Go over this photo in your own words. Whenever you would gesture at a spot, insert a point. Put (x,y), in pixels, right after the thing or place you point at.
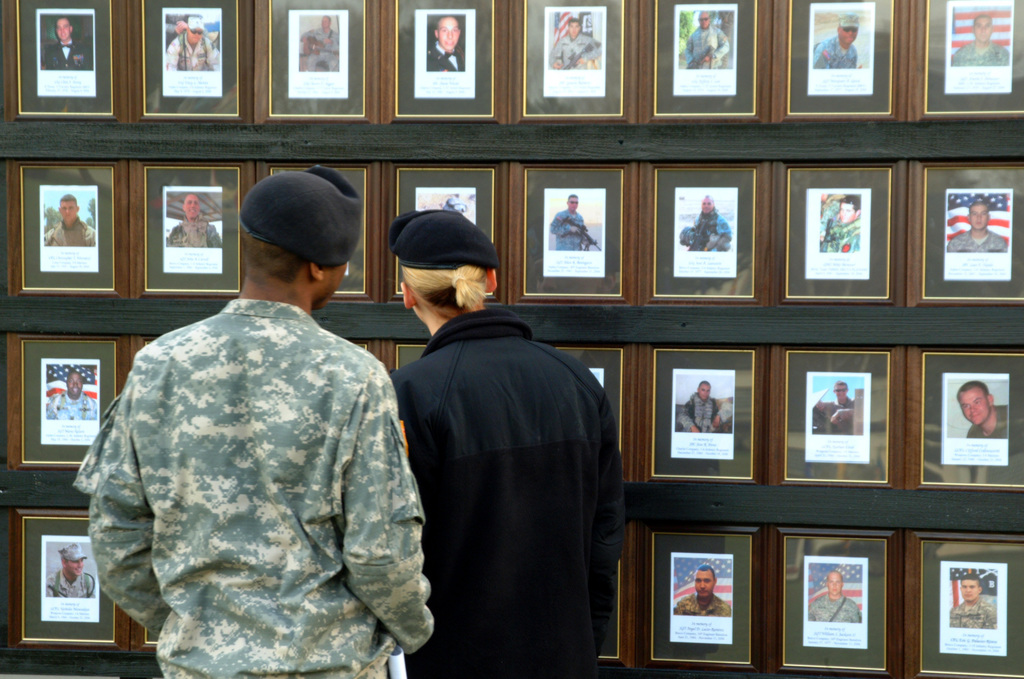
In this image I see many photo frames (657,467) on the wall (45,663) and I see 2 persons (486,663) over here in which one of them is wearing uniform (376,367) and another person (559,383) is wearing black dress (476,441) and I see that both of them are wearing caps (265,238).
